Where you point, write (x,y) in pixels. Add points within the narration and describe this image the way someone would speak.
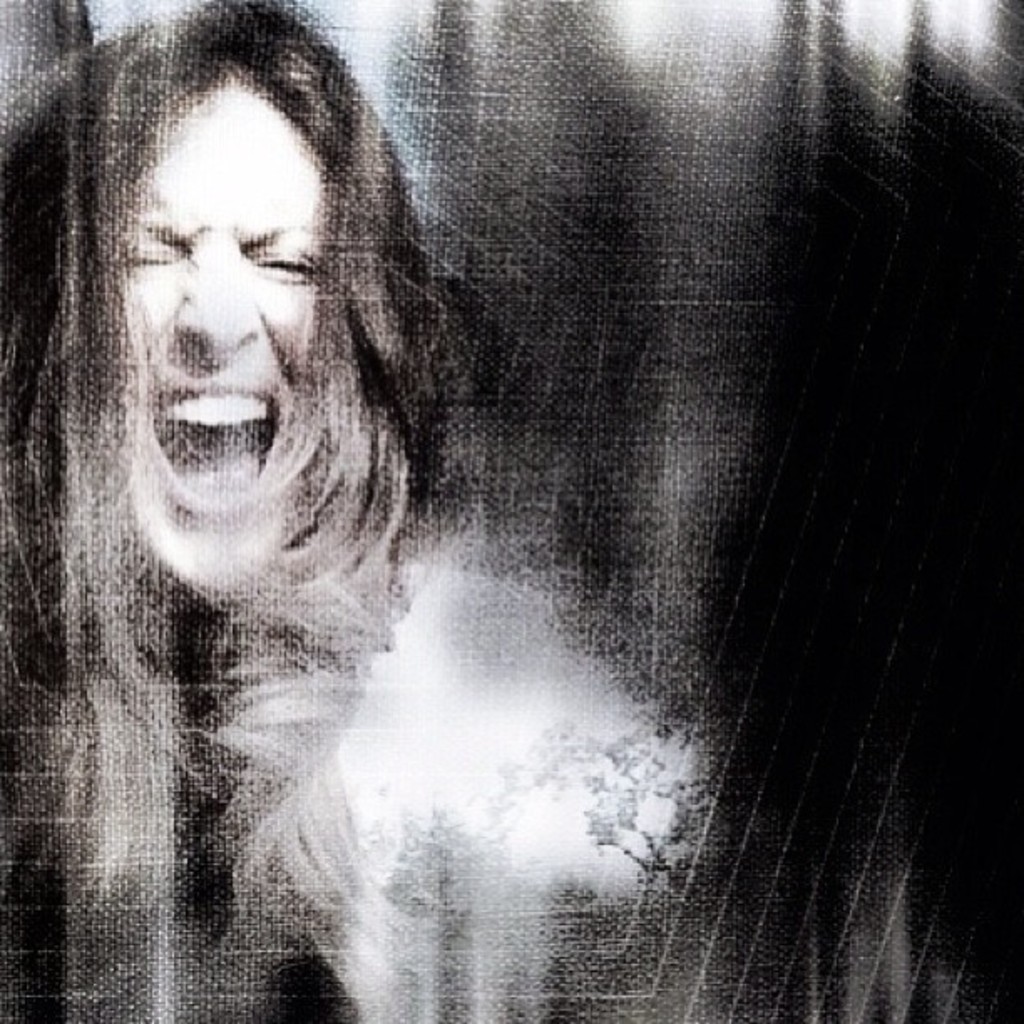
This picture seems to be an edited image and we can see a person (285,305) and some other items (539,676).
